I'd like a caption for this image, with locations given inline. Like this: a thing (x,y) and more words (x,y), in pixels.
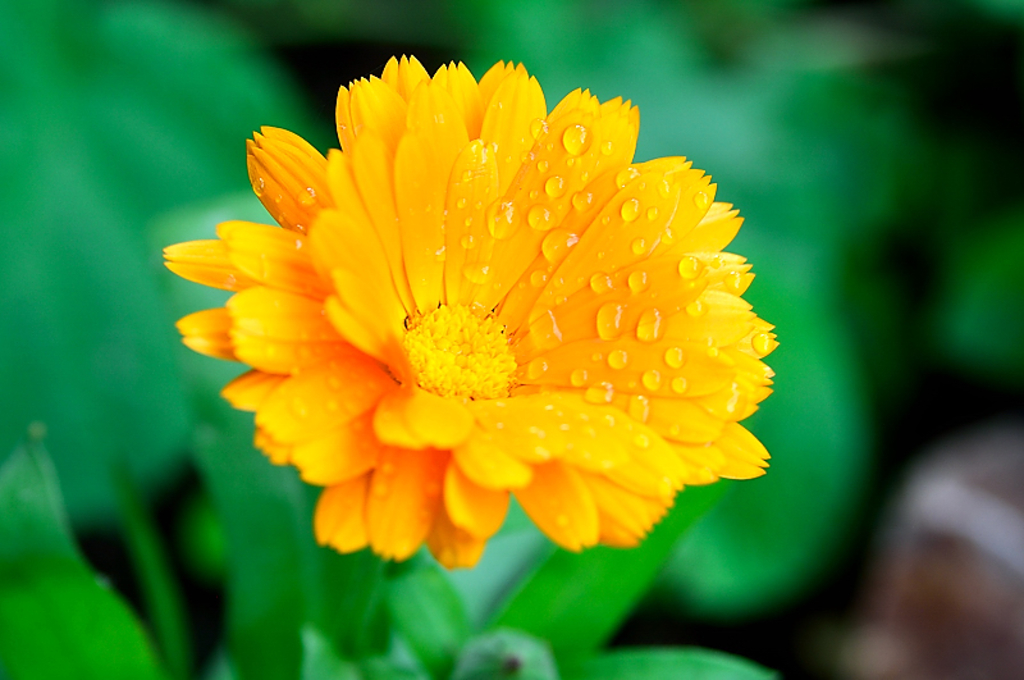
In this image in the front (431,356) there is a flower (347,464) and there are leaves (353,595) and the background (753,555) is blurry.
